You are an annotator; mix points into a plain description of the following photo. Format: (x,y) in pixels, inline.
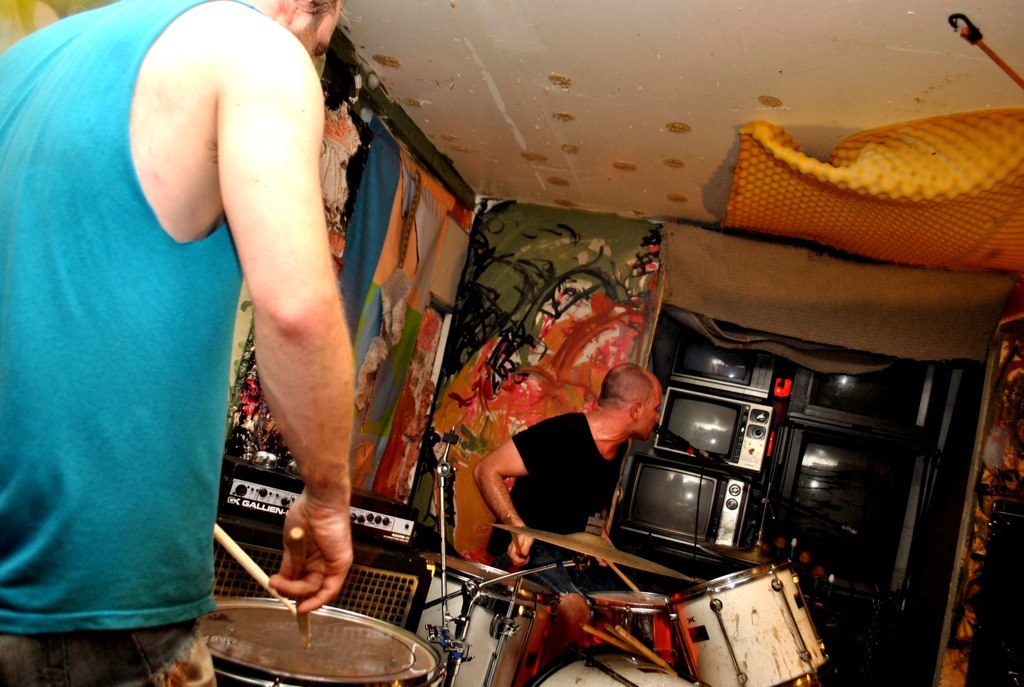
Here we can see a couple of guys (213,510) playing drums (376,653) with microphone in front of them and there are other musical instruments (379,522) and there are televisions (663,441) present.
